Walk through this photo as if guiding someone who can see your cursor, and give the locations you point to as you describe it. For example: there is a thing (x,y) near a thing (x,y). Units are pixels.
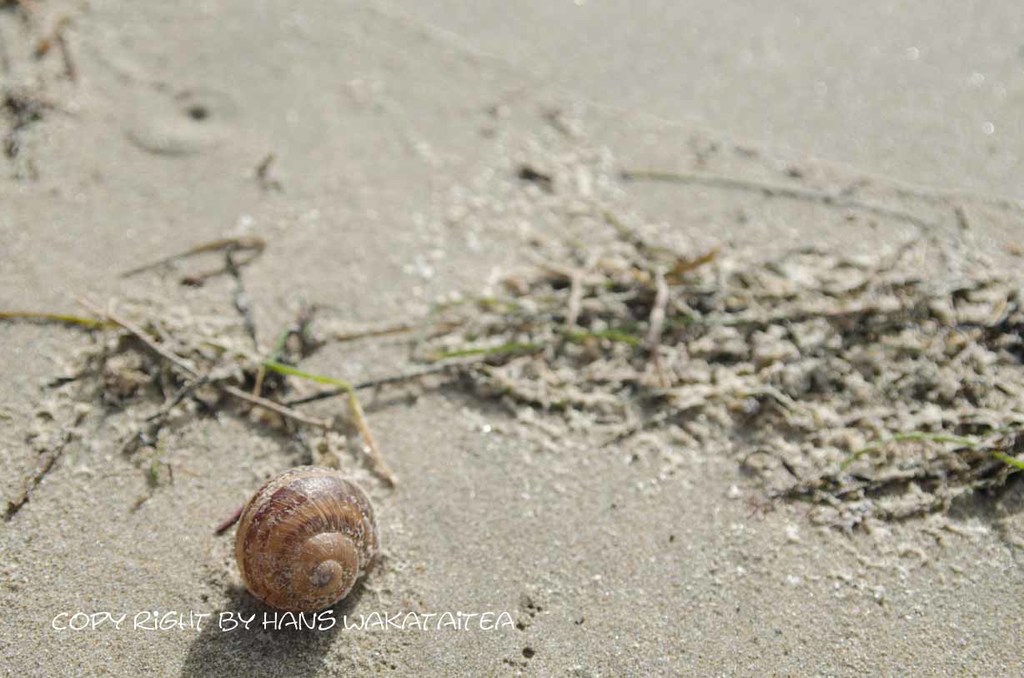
In this image I can see the shell (289,547) on the grey color mud (591,511). The shell (326,525) is in brown color. To the side I can see the grass (385,333).
